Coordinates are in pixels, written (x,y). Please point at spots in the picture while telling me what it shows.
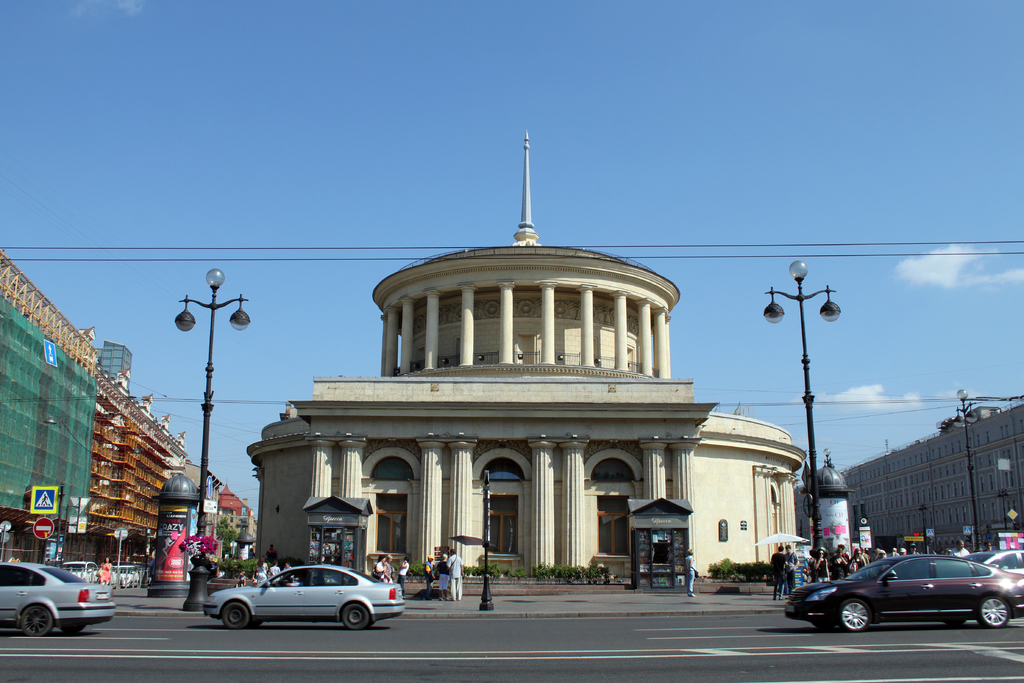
In this picture there is a building (546,285) in the center of the image (520,321) and there are cars (1002,592) at the bottom side of the image (24,610) and there are people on the right (840,564) and left side of the image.
